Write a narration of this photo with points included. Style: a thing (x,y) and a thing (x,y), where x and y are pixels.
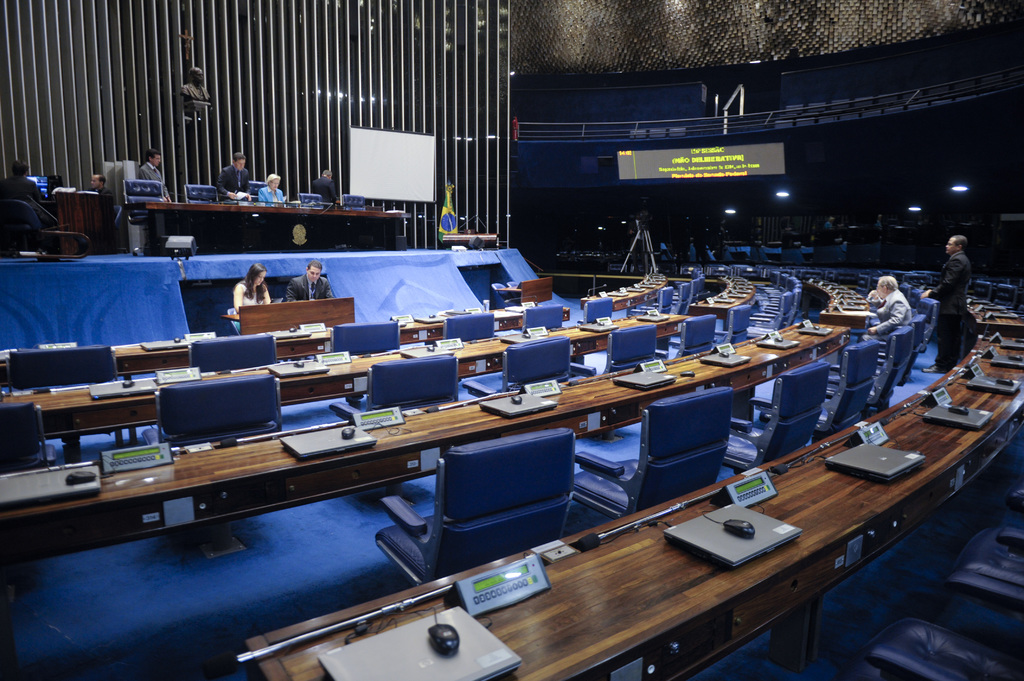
In this image we can see persons (307,286), tables (287,219), laptops (350,441), mouses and chairs (482,321) and some persons (321,282) are working on the laptops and at the back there is a projector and at the right side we can see a screen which displays by something.
